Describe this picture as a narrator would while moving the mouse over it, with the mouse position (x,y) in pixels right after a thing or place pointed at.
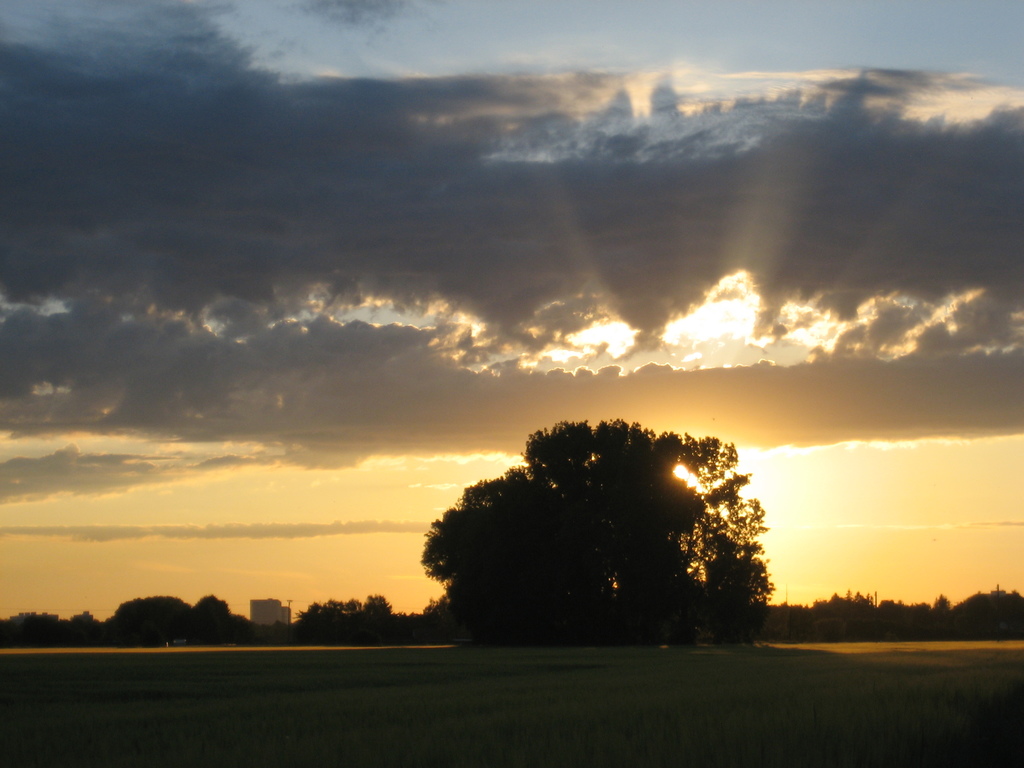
In this picture we can see the ground (596,708) and in the background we can see trees (691,635) and sky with clouds (5,530).
